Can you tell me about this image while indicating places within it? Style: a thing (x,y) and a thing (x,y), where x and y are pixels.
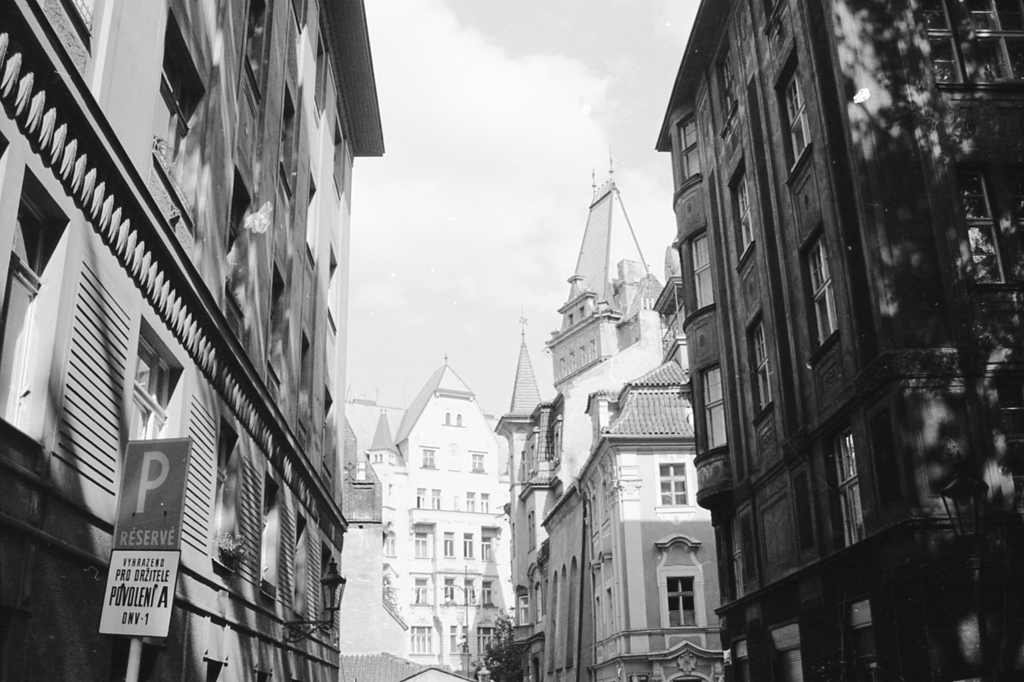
In the image we can see some buildings (227,371) and poles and sign boards (172,502). At the top of the image (666,55) there are some clouds (443,26) and sky (452,12).
